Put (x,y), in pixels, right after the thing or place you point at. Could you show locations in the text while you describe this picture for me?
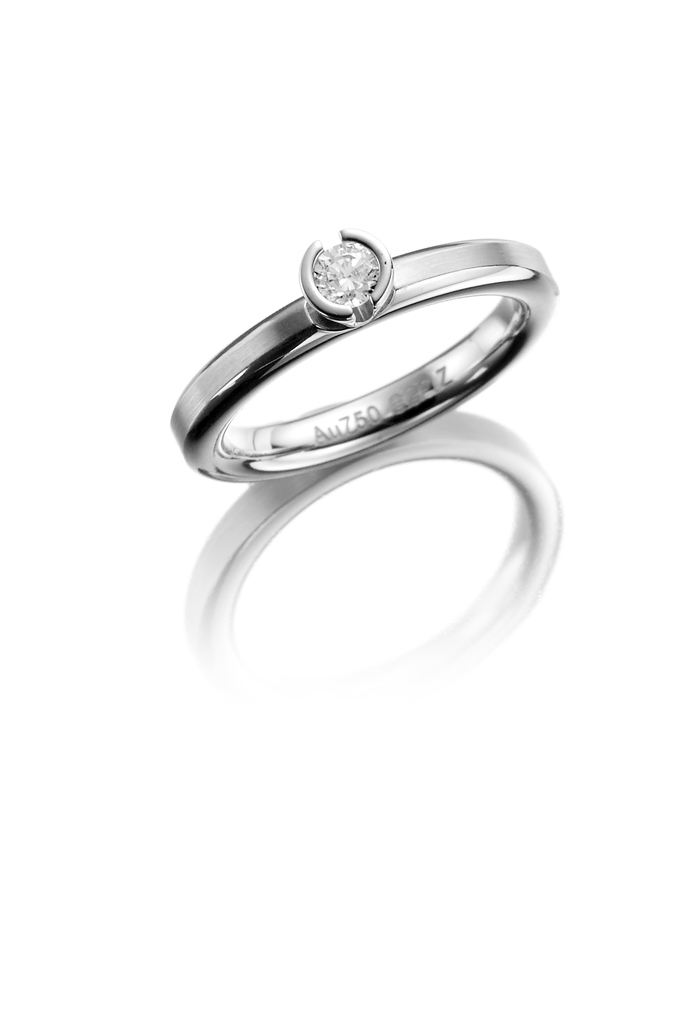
In this image we can see a ring (363,284) with a diamond (356,295) placed on the surface (426,479).
